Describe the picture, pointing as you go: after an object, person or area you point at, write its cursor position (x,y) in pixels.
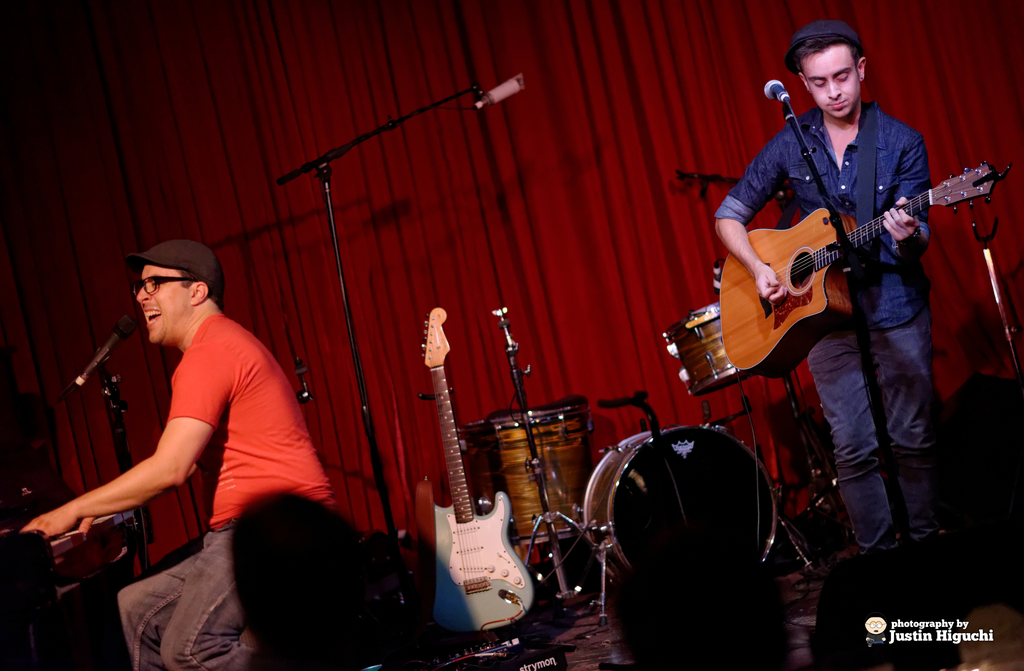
Here at the right (764,194) we can see a man (824,73) playing a guitar (781,328) with a microphone (780,95) in front of him and at the left (235,500) we can see a man (223,546) sitting on a chair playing a piano (108,553) and between them there are other musical instruments (492,422) and there is a curtain (500,152) behind them.
